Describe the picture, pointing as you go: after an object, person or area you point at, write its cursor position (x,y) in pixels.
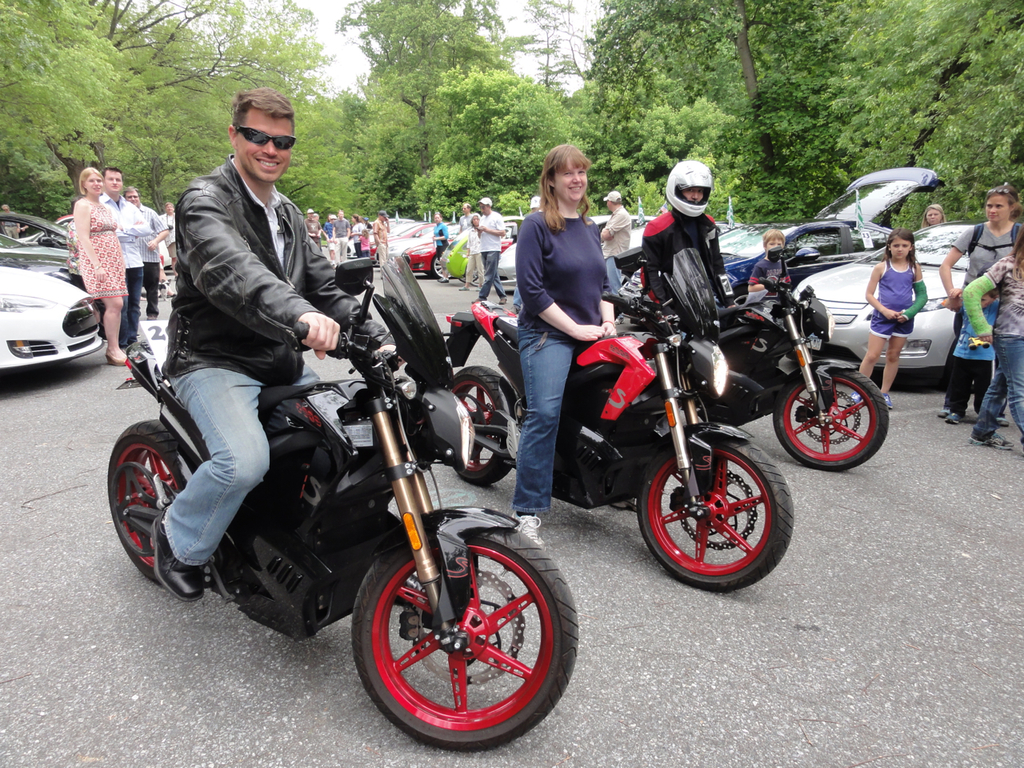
In this picture there are three people (650,279) sitting on bikes (262,507). A person (316,381) in the left side (252,290), he is wearing a black jacket (216,325), blue jeans (220,426) and black shoe (191,573). The woman (559,316) in the middle (569,368), she is wearing a purple dress (568,307) and blue jeans (541,453). A person (674,239) in the right (698,250), he is wearing a black jacket (709,242) and white helmet (711,185). In the background (947,305) there are group of people (894,283), group of cars (850,253) and group of trees (421,158).
